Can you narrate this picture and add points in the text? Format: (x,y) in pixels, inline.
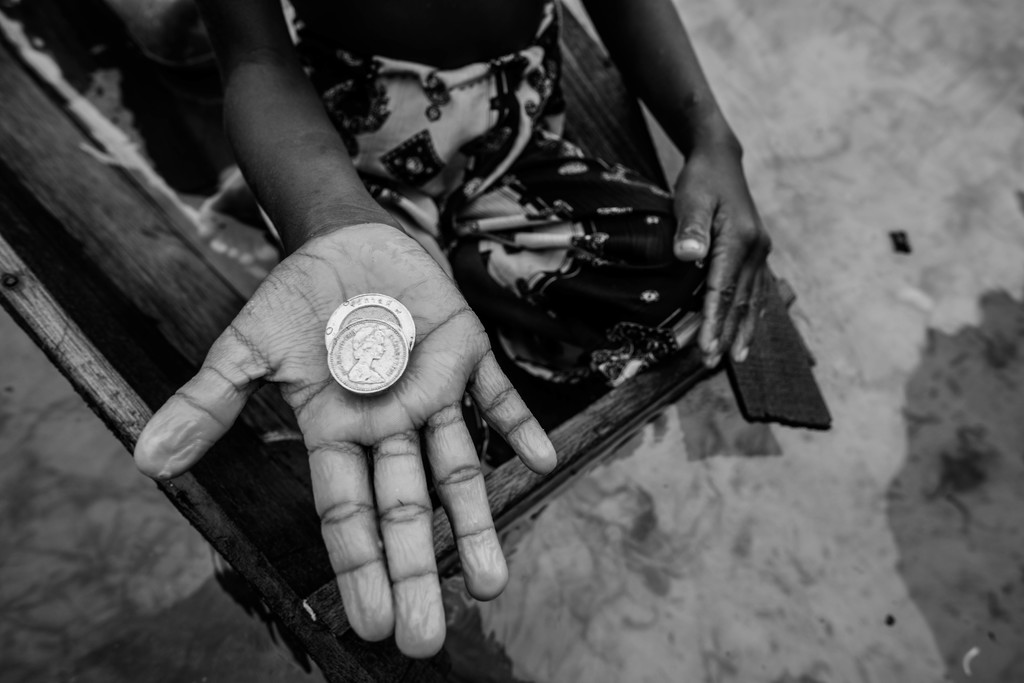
I see this is a black and white image and I see 2 coins (367,337) on the hand (388,289) of a person (437,112).
